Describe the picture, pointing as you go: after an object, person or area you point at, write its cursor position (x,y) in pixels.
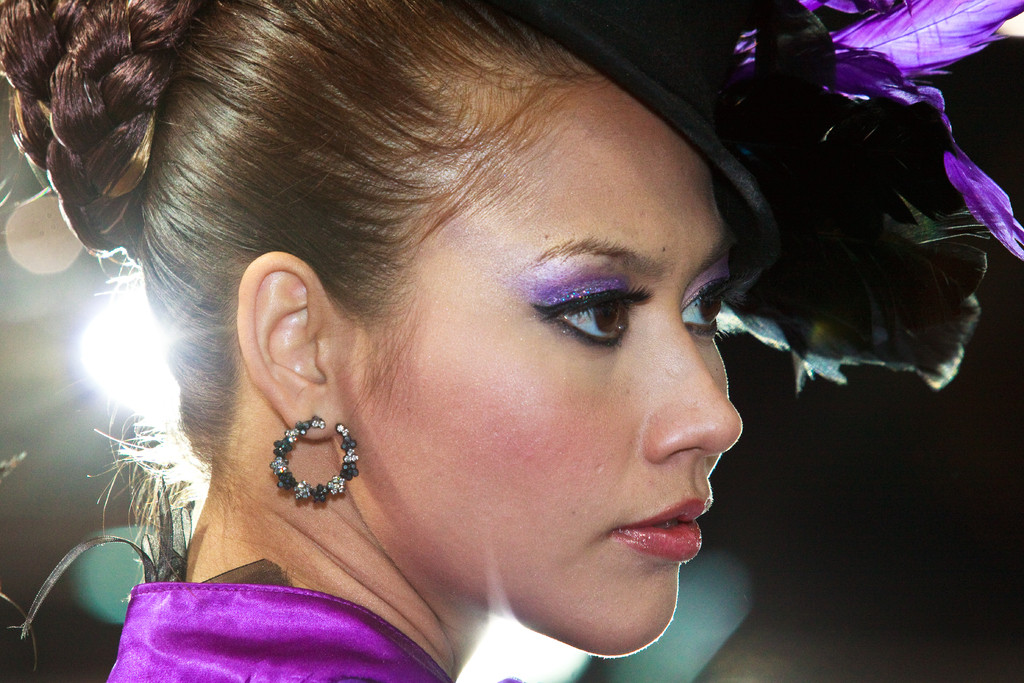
In this image there is a lady (261,630), in the background (135,383) it is blurred.
